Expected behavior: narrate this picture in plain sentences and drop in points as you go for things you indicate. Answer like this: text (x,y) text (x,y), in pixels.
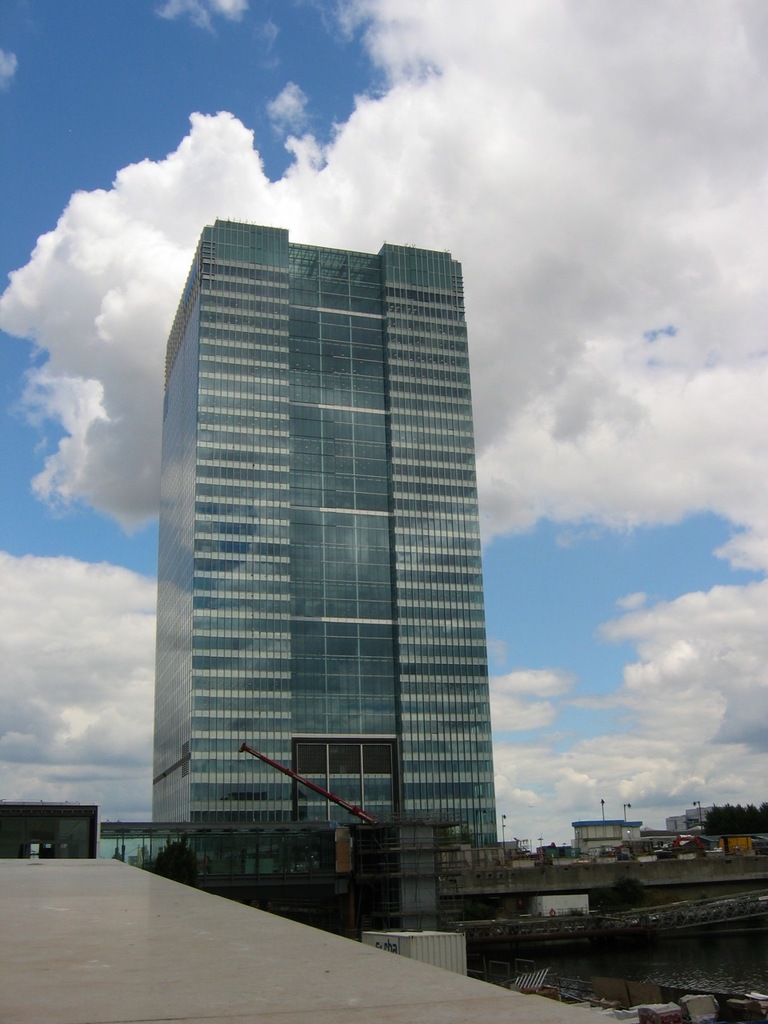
This image consists of a building (322,685). In the background (107,840), there are small buildings (131,825). At the top (461,103), there are clouds (547,396) in the sky (544,521).
